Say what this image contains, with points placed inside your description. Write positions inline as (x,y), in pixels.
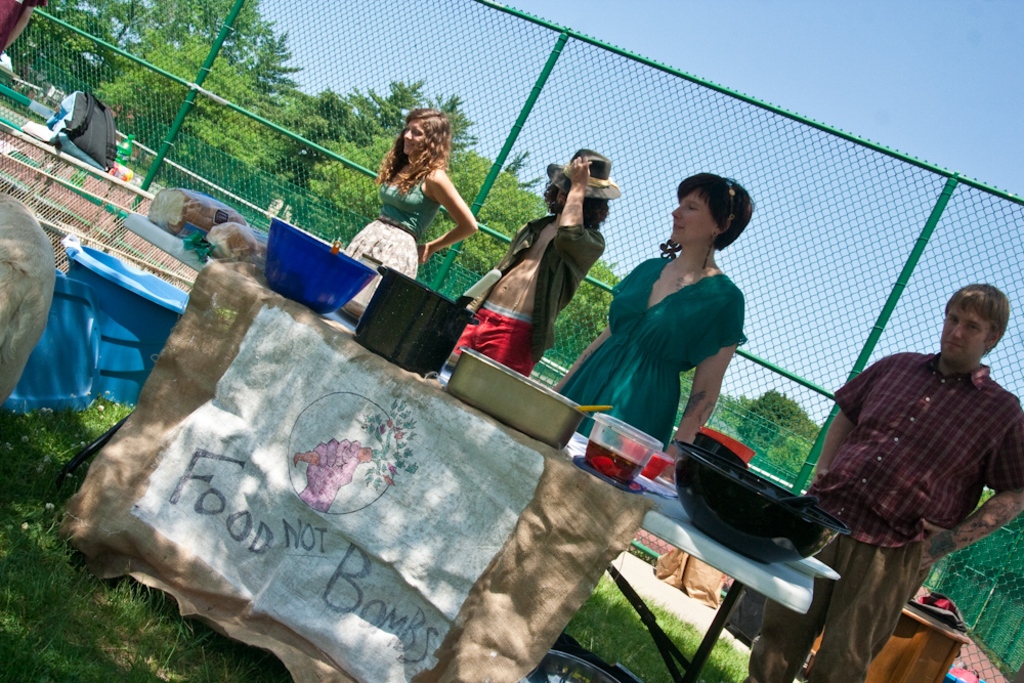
In the image there is a table (470,413) and on the table (411,415) there are vessels (410,328) and tubs (347,281), behind the table (328,318) there are four people (689,296) standing on the grass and around them there are some objects (221,210) and behind them there is a mesh (504,219) and behind the mesh (138,67) there are trees (138,67).
